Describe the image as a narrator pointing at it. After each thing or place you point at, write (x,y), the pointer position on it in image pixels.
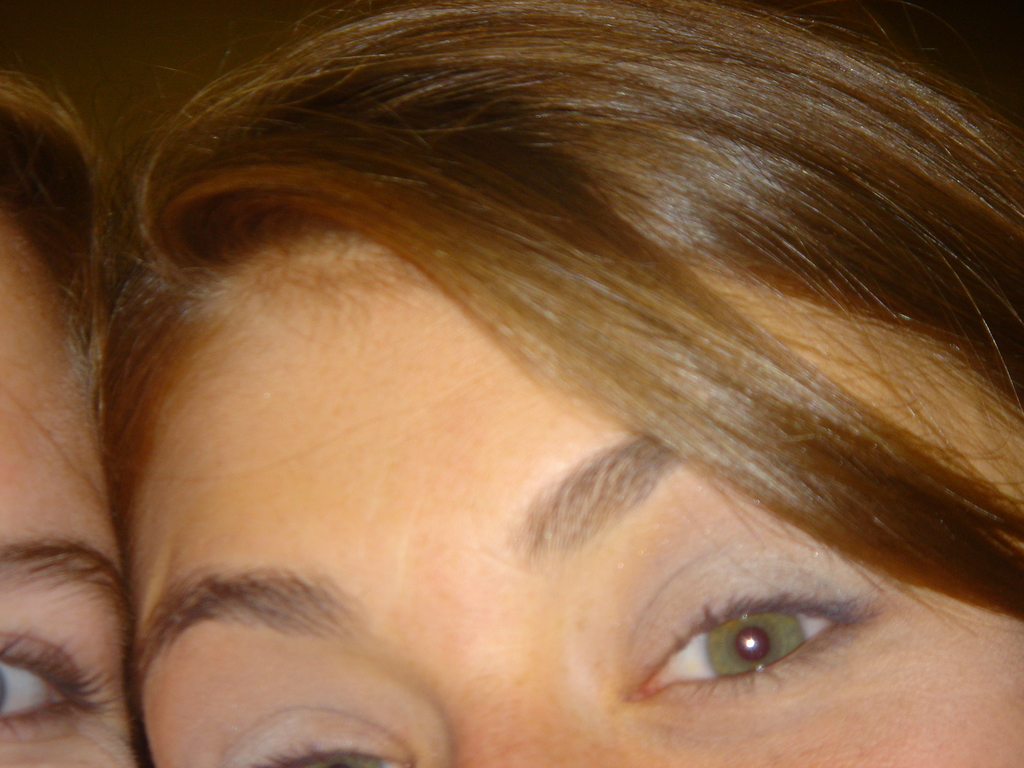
In this image, I can see the heads (122,415) of two people (427,495).
